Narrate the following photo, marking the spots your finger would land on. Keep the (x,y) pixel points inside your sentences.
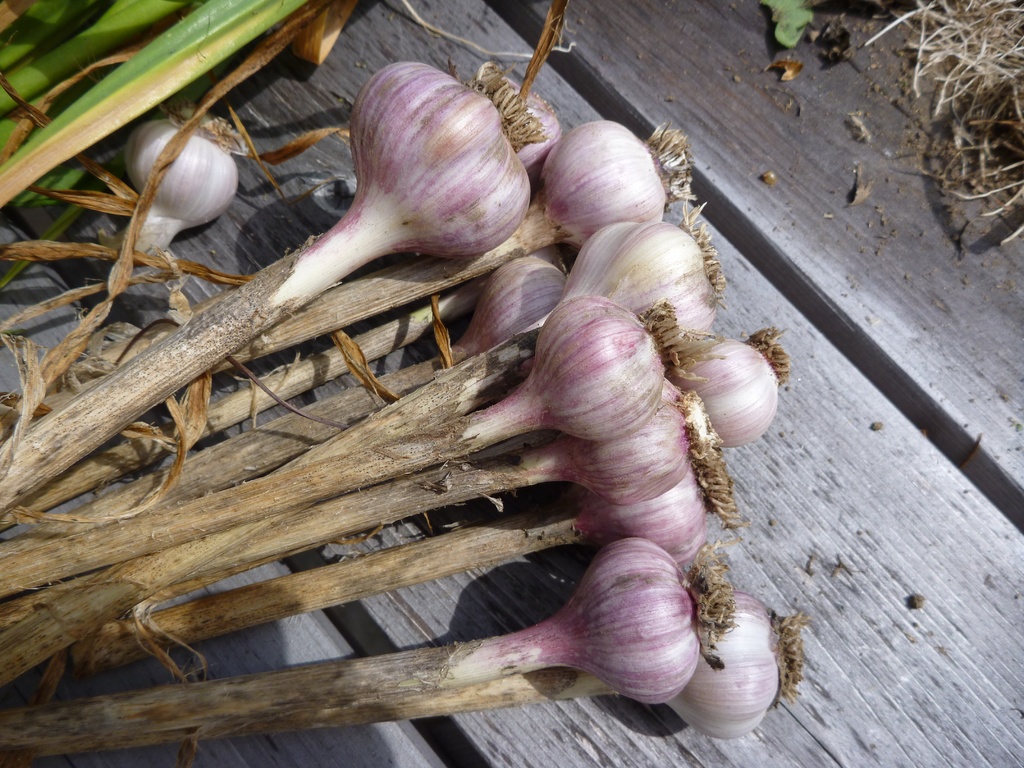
In this image at the bottom (846,553) there is one table (837,631), on the table (215,240) there are some garlic (574,433) and some plants (136,102).
